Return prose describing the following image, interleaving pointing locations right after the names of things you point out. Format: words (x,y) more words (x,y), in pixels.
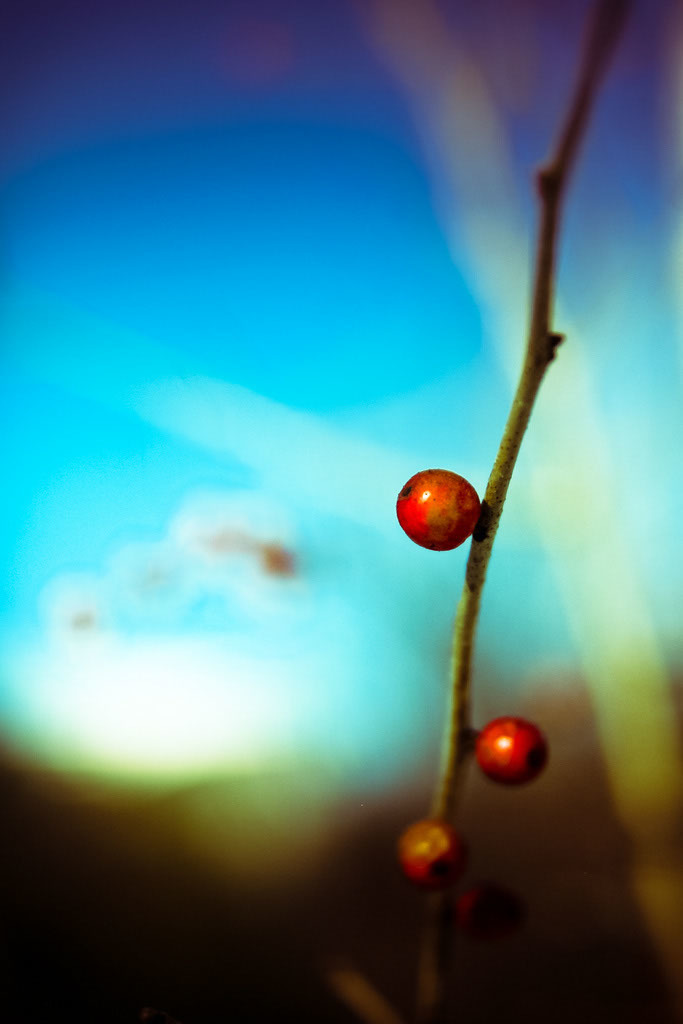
There is a plant (499,503) having fruits (461,501). In the background (396,858), there is a sky (208,385) and other objects (273,865).
